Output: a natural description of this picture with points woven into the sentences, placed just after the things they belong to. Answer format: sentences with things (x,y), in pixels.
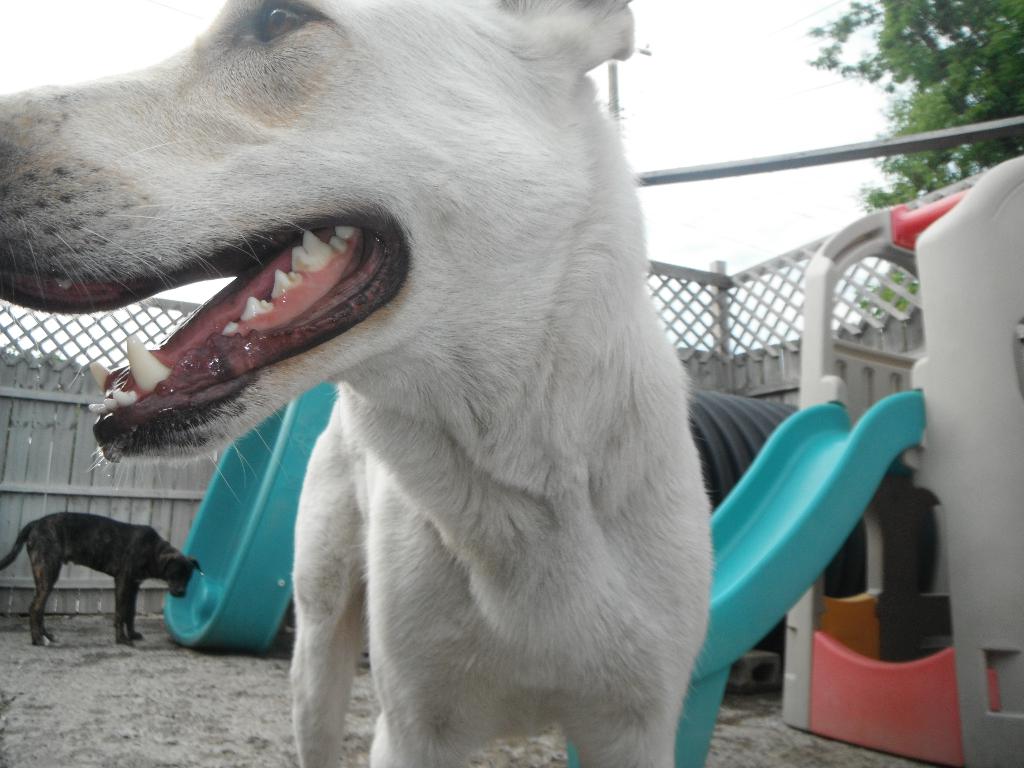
In this image in the foreground (368,412) there is one dog (383,459), and on the left side (107,569) there is another dog (48,555) and in the background (786,664) there are some objects (849,570). And on the right side (759,537) there is one slide (799,424) and in the center (678,341) there is a wooden wall (706,380) and a net (768,287), on the top of the image (769,107) there is sky (864,87) and tree (940,104).
